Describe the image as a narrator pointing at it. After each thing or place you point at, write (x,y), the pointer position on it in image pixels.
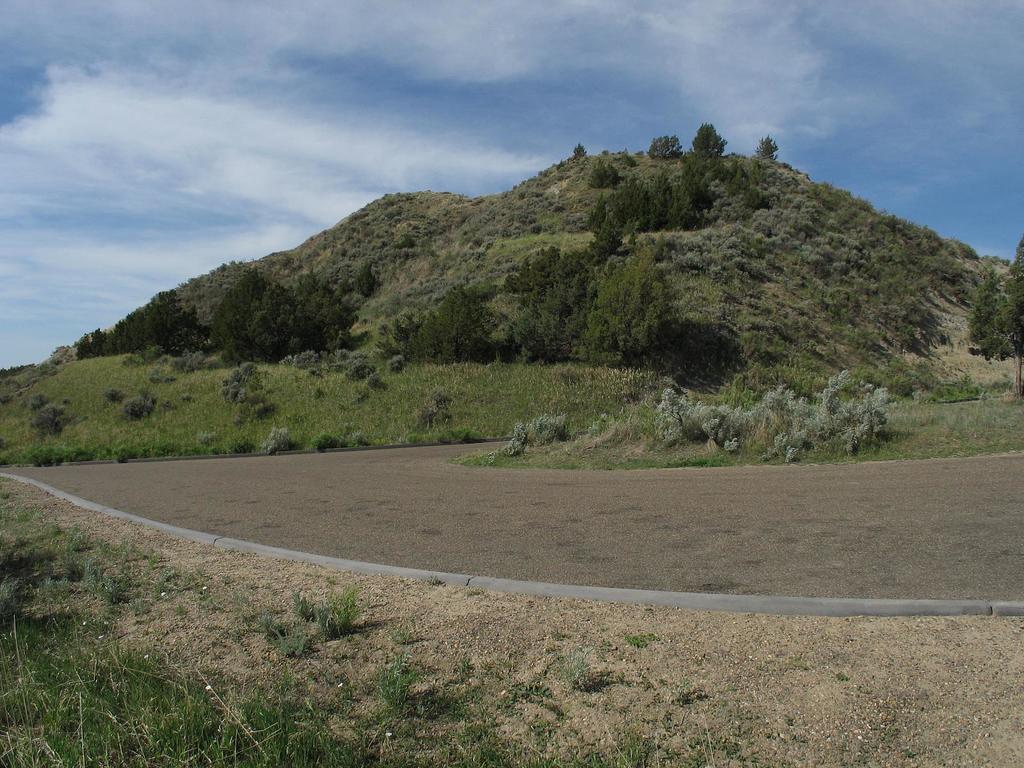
In the center of the image (385,386) we can see the hill (134,440), trees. At the bottom of the image (205,668) we can see the road (705,484), plants (794,438), sand (744,689). At the top of the image (370,123) we can see the clouds (394,155) in the sky (14,276).
